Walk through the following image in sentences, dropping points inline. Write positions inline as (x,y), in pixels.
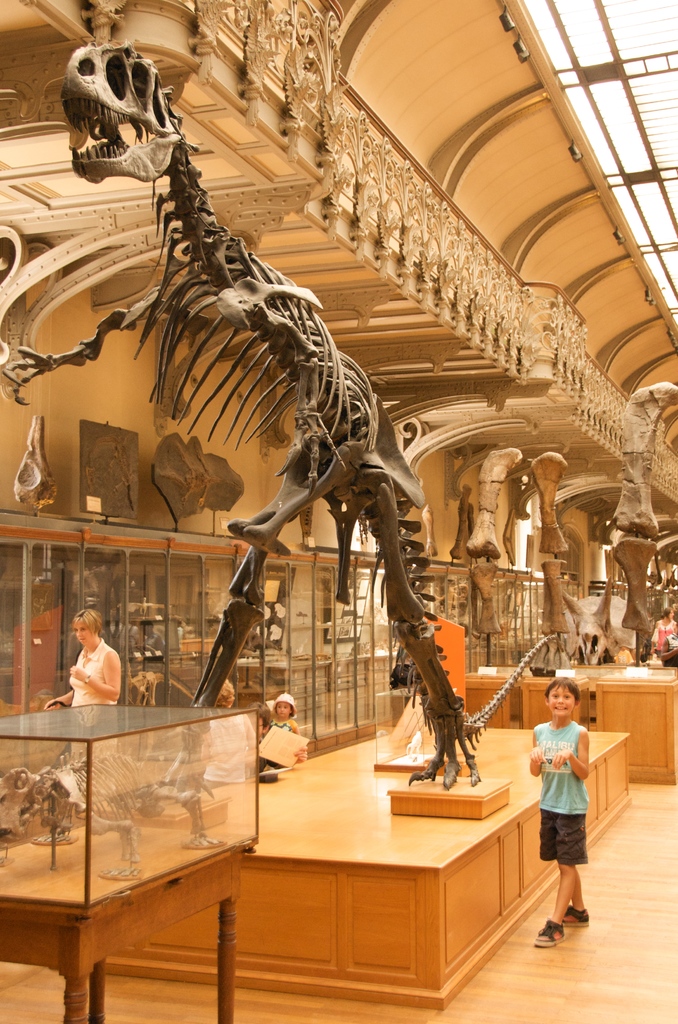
In the middle of the image (415,549) there is a dinosaur skeleton (354,409). Bottom right side of the image (533,742) there is a boy (554,704) standing beside the table (519,853). Bottom left side of the image (96,694) few persons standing beside the wall (113,645). At the top of the image (461,39) there is a roof (441,93).
